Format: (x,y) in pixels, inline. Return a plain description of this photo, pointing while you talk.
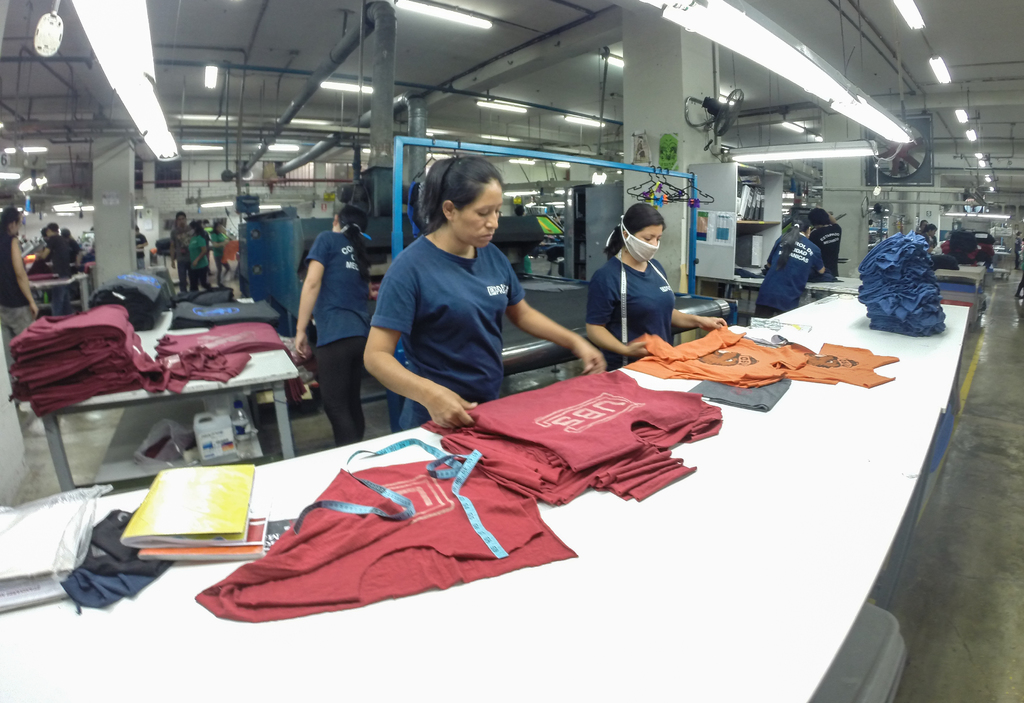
In this image there is a table (706,649), on that table (729,443) there are clothes (549,422), books (178,519) and a tape (456,484), beside the table (854,299) there are people (496,348) standing, in the background (247,332) there are tables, on that tables (84,281) there are clothes (271,331) and there are pillars (113,219), at the top (220,129) there are pipe (498,57) and roof (15,25).
